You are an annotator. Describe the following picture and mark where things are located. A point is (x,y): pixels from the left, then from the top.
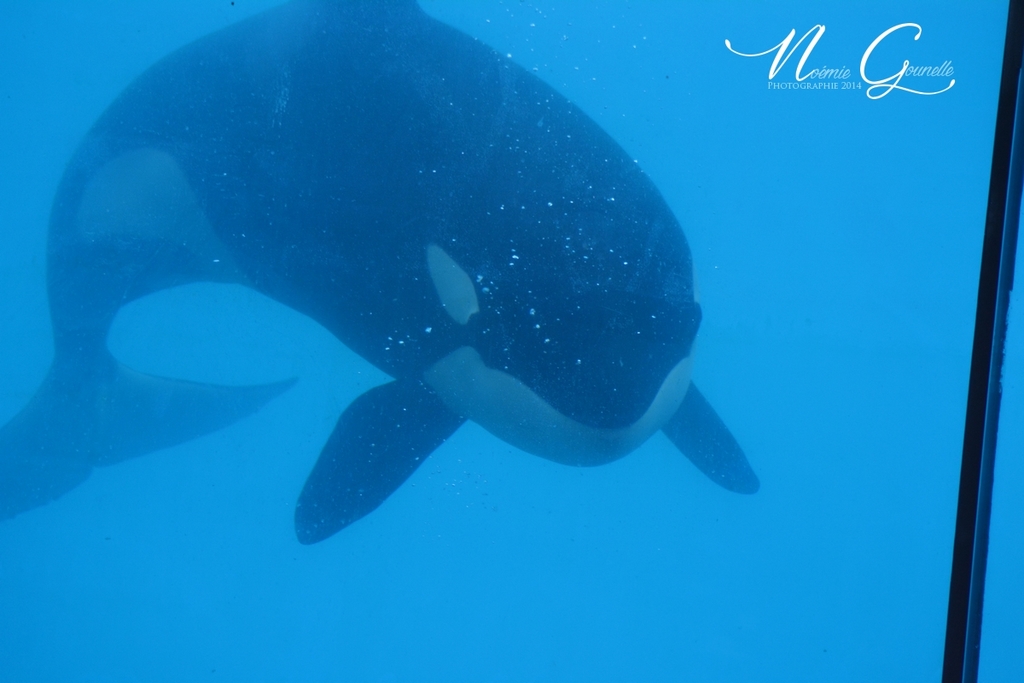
In this image we can see one killer whale (570,300) on water (669,501) through the wall (813,106), some text (852,77) on the glass (955,265) and the black line (946,643) on the glass (1023,682).
